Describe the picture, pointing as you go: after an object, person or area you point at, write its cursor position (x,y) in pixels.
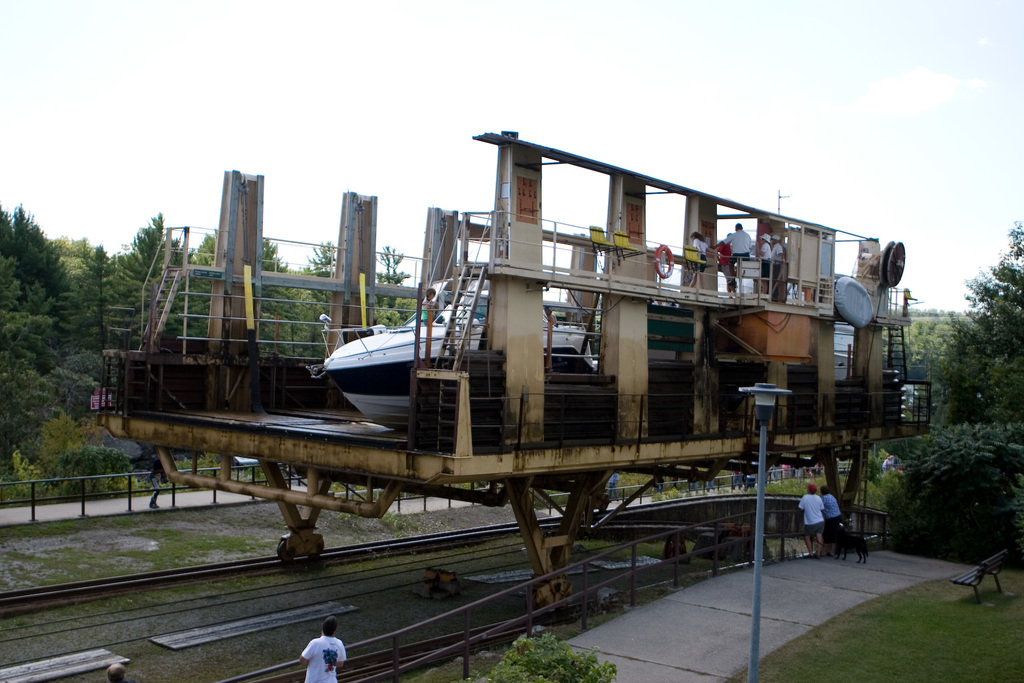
In this picture we can see a boat (424,325), trees (52,286), pole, bench (956,575) and some people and in the background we can see the sky (677,65) with clouds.
